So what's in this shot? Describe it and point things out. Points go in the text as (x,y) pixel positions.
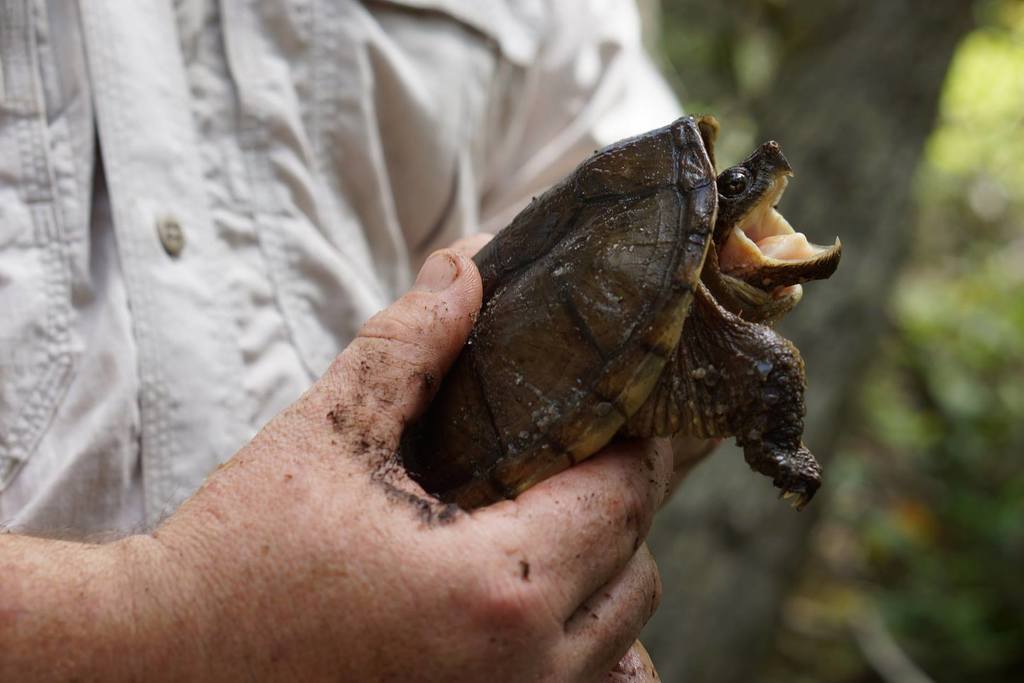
In this picture, we see the man (120,309) in the grey shirt (179,237) is holding a turtle (525,387) in his hands (475,307). It is opening its mouth (839,245). In the background (934,278), we see the trees (916,360). This picture is blurred in the background (820,564).
